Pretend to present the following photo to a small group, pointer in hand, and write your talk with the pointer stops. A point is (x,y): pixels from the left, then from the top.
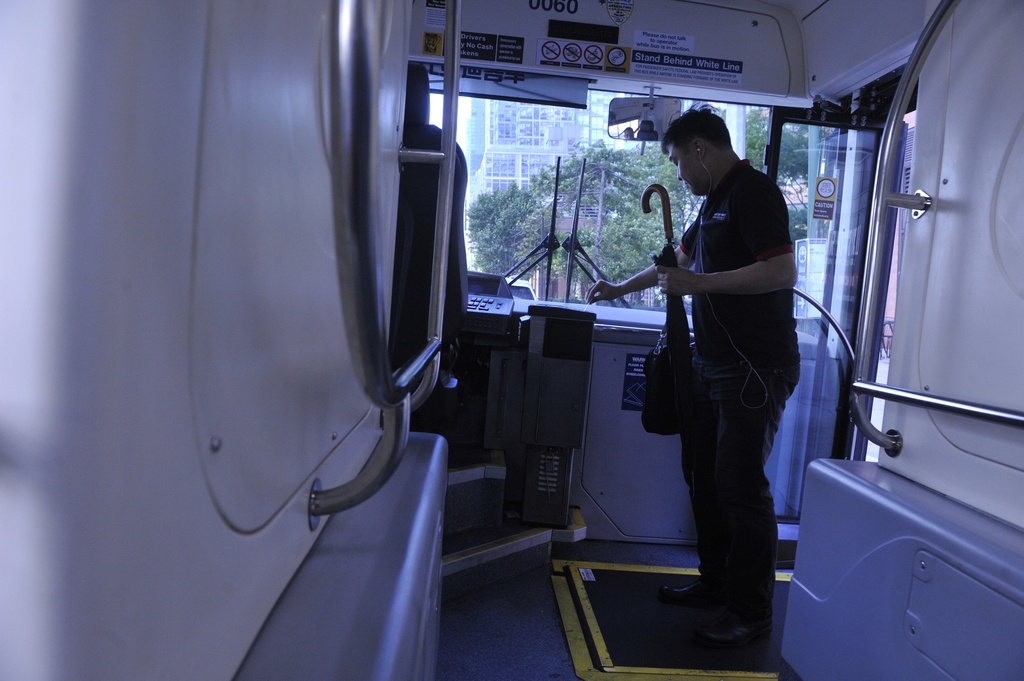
In the center of the image (397,368) we can see one vehicle (1011,474). In the vehicle (498,529), we can see one person (755,464) is standing and he is holding an umbrella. And we can see one seat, glass (571,182), banners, rods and a few other objects (509,371). On the banners (481,56), we can see some text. Through the glass (536,222), we can see buildings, one banner (814,246), trees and a few other objects (815,173).
